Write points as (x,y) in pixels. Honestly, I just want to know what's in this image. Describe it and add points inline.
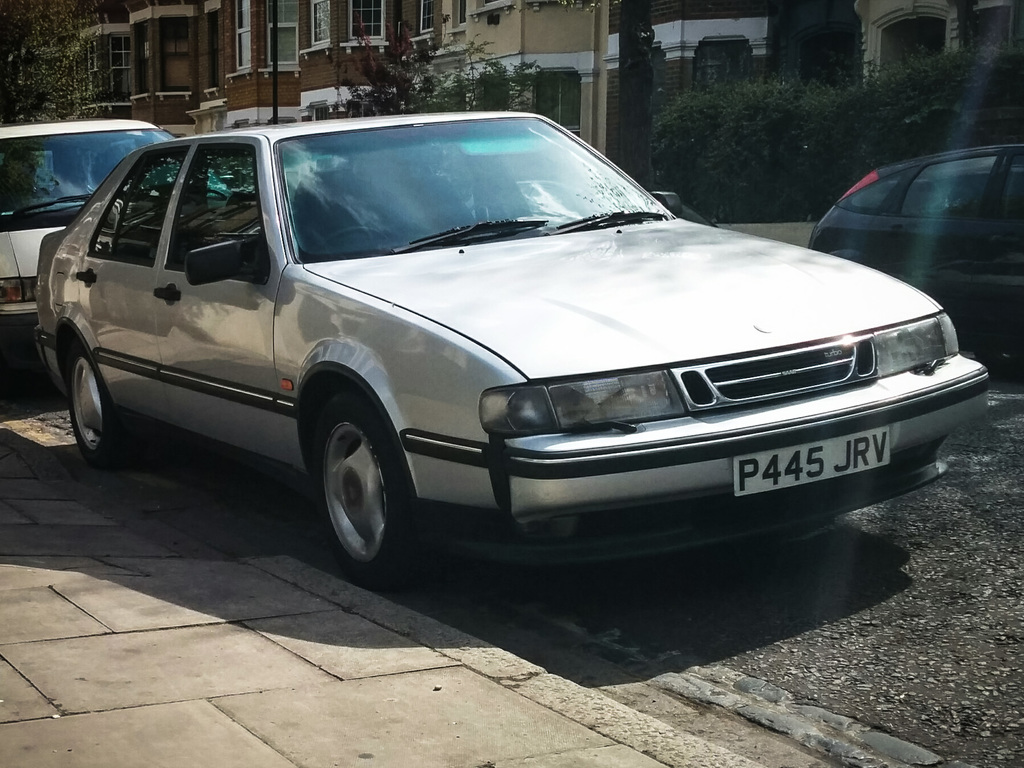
In this image there is a road (905,607) on that road (783,660) there are vehicles (566,369), in the background (747,116) there are trees (516,104) and buildings (768,25).
